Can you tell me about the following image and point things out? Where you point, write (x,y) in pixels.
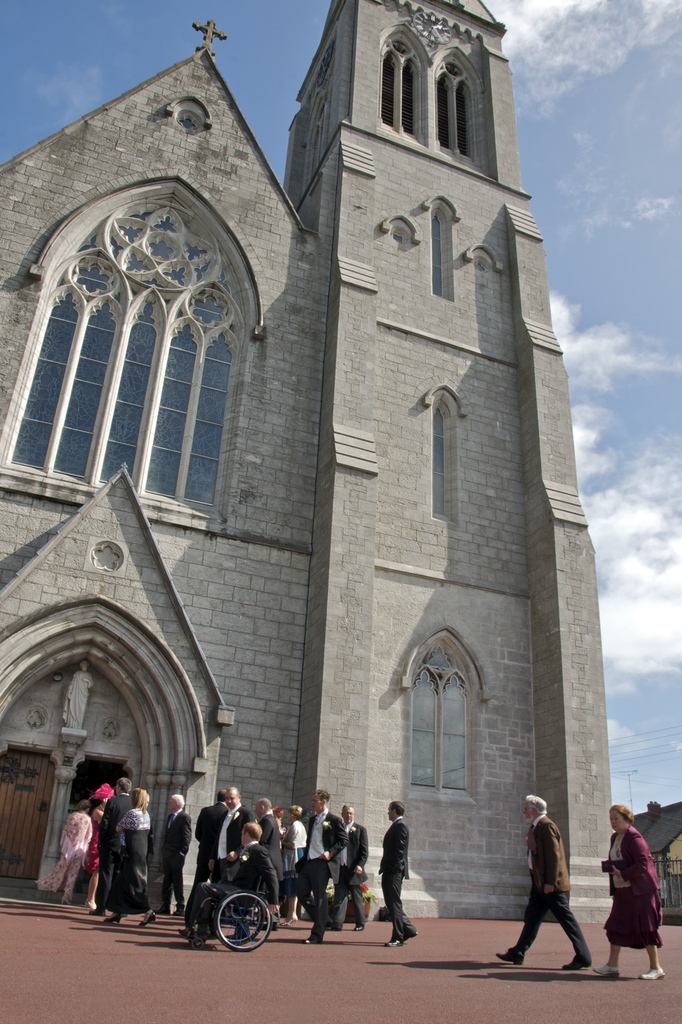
In this image, we can see a church (392,272). There are some persons (175,830) at the bottom of the image (169,843). In the background of the image (614,220), there is a sky (597,129).
